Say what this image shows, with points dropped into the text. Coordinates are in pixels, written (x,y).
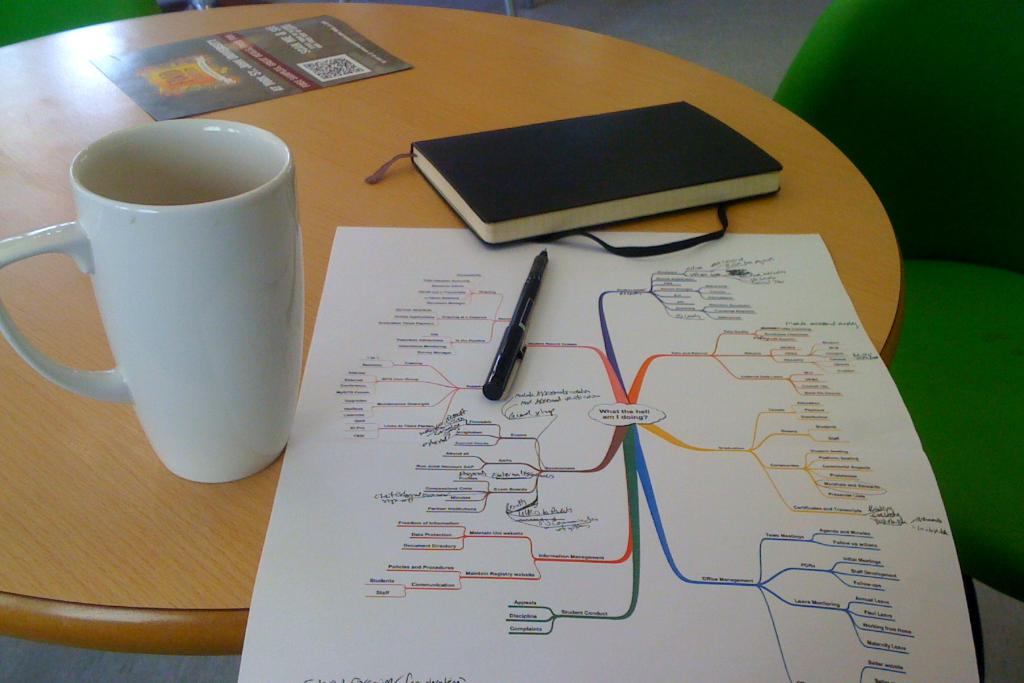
In this image in the front (492,420) there is a paper (536,512) with some text (546,473) written on it and on the paper (477,320) there is a pen (525,314). There is a cup (180,310) which is white in colour on the table (124,485) and there is a diary (630,170) which is black in colour. On the right side (953,140) there is an empty chair (971,211) which is green in colour and on the top of the table (358,90) there is a paper (245,57) with some text (249,61) written on it.
